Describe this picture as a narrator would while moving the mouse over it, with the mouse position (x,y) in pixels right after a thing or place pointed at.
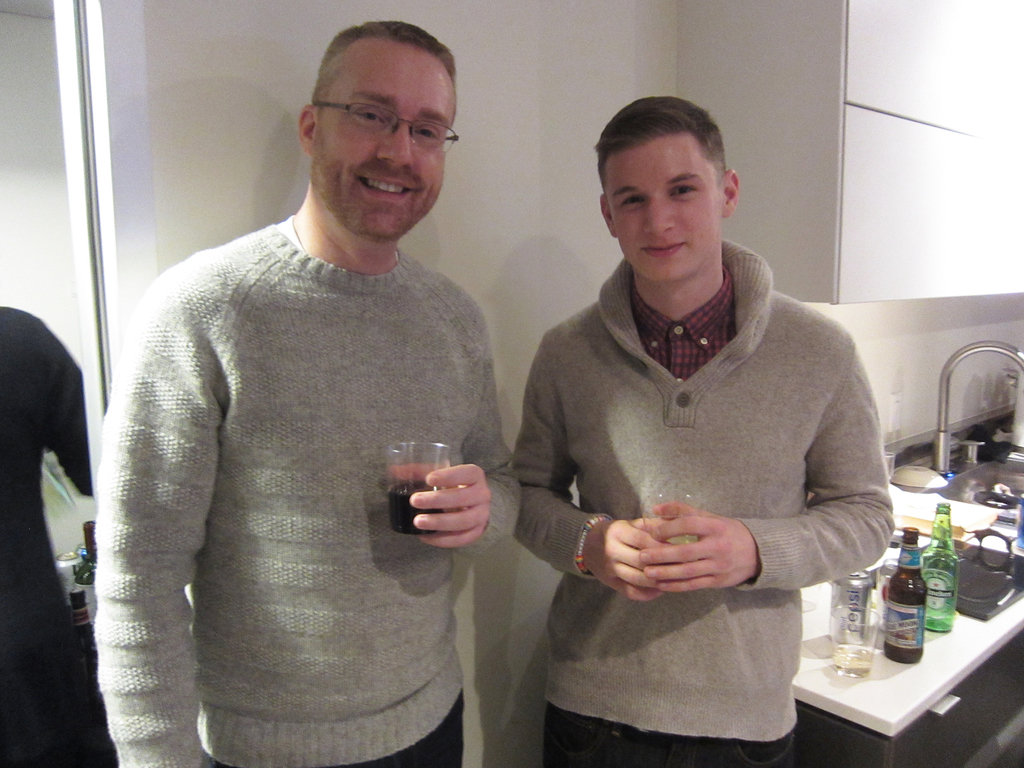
In the foreground of the picture (722,646) there are two persons (337,477) standing. On the right (927,620) there are bottles (934,605), jar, glasses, plates (924,481), tap (948,464), sink (995,475) and other objects (980,441). On the left (39,408) there is a person (29,506) and an object (81,560).
